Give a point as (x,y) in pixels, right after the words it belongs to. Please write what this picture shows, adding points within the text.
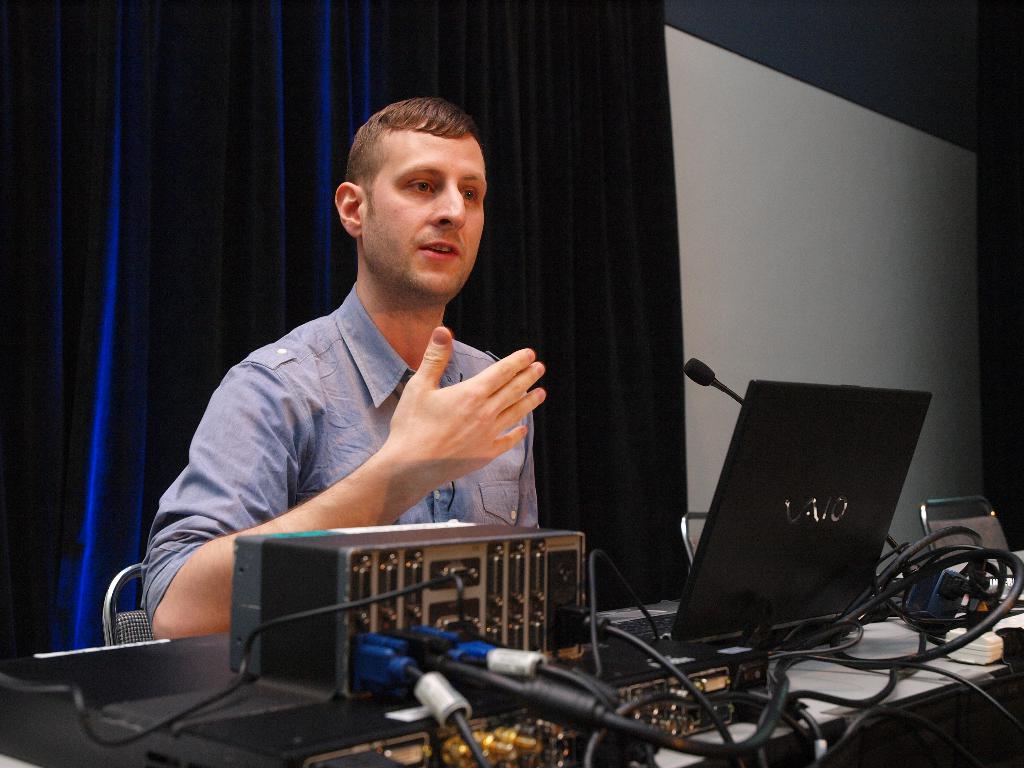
In this image I can see a person (394,381) wearing blue colored dress (334,394) is sitting on a chair (123,619). In front of him I can see few electronic equipment (491,596), a laptop (796,436), a microphone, few wires (840,642) and few other objects (818,672). In the background (296,132) I can see the curtain (366,103) and the white colored surface (791,210).
